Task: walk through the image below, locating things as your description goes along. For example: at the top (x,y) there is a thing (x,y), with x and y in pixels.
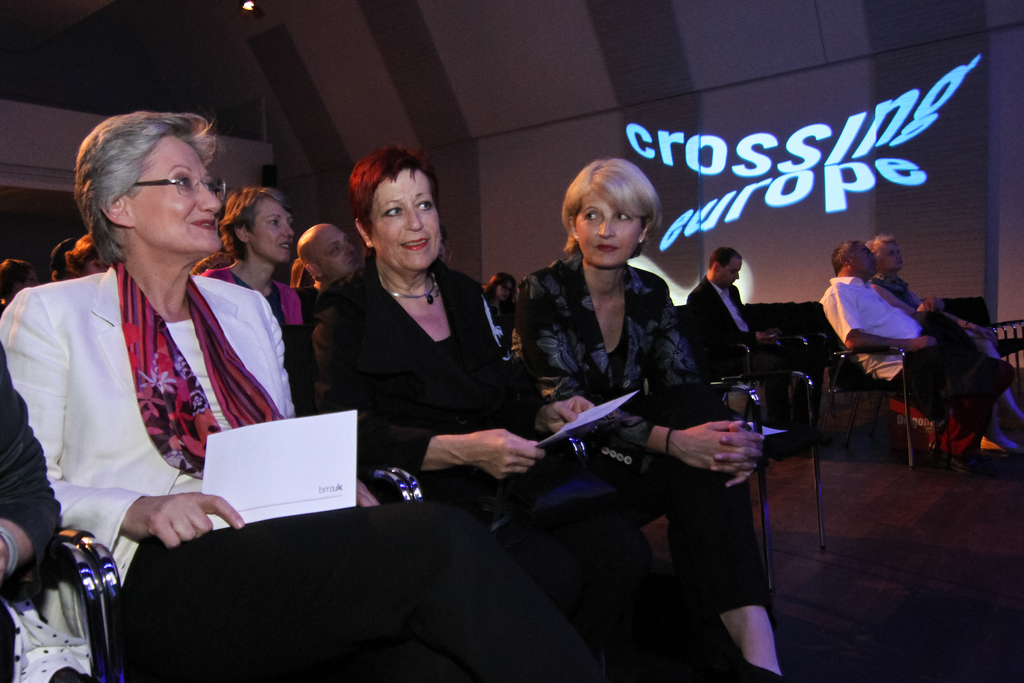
In this image we can see group of persons (421,254) are sitting on the chairs (725,387), and smiling, and holding papers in the hand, and something is written at the back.
